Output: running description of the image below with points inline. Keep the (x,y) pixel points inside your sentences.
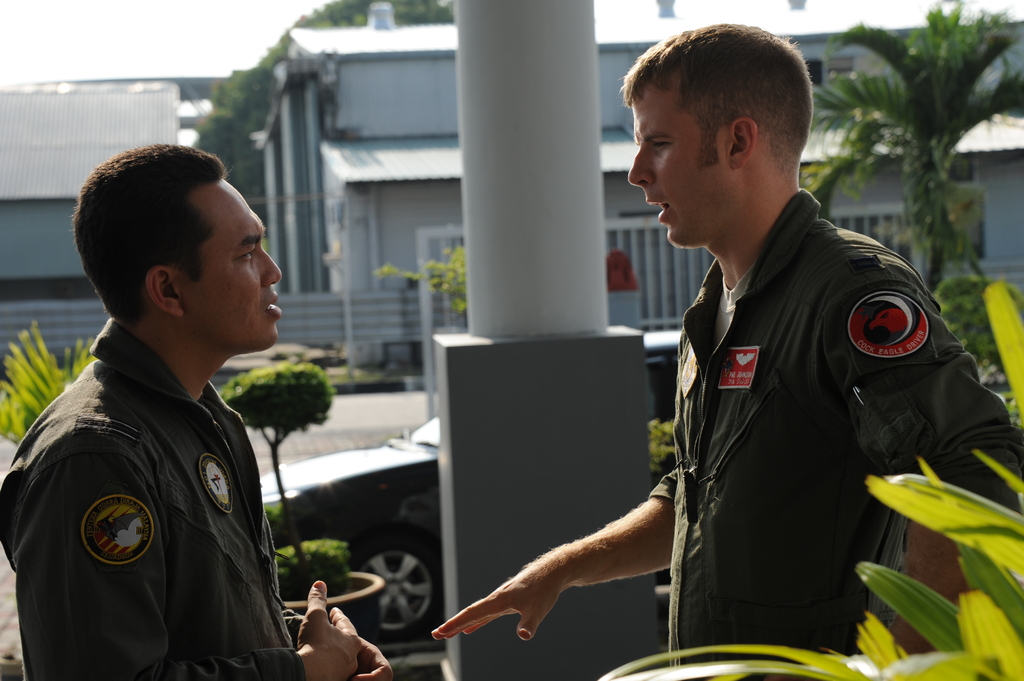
In this image in the foreground (36,649) we can see two people (178,677) and at the bottom right hand side (1006,575) we can see a plant (1007,667) and at the back (299,463) we can see the vehicles (283,484) on the road (297,450) and in the background (317,279) we can see some houses (54,124) and trees (931,42).
